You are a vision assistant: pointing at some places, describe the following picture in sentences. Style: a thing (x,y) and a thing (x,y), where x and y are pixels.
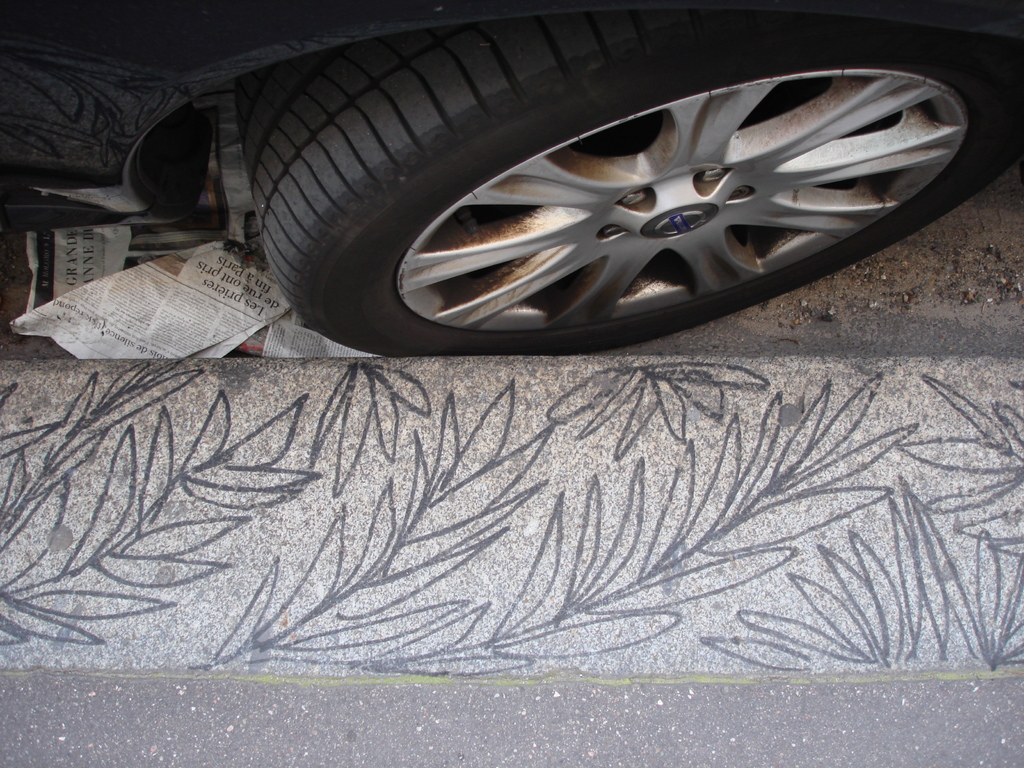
In this image I can see a vehicle wheel (618,217).
